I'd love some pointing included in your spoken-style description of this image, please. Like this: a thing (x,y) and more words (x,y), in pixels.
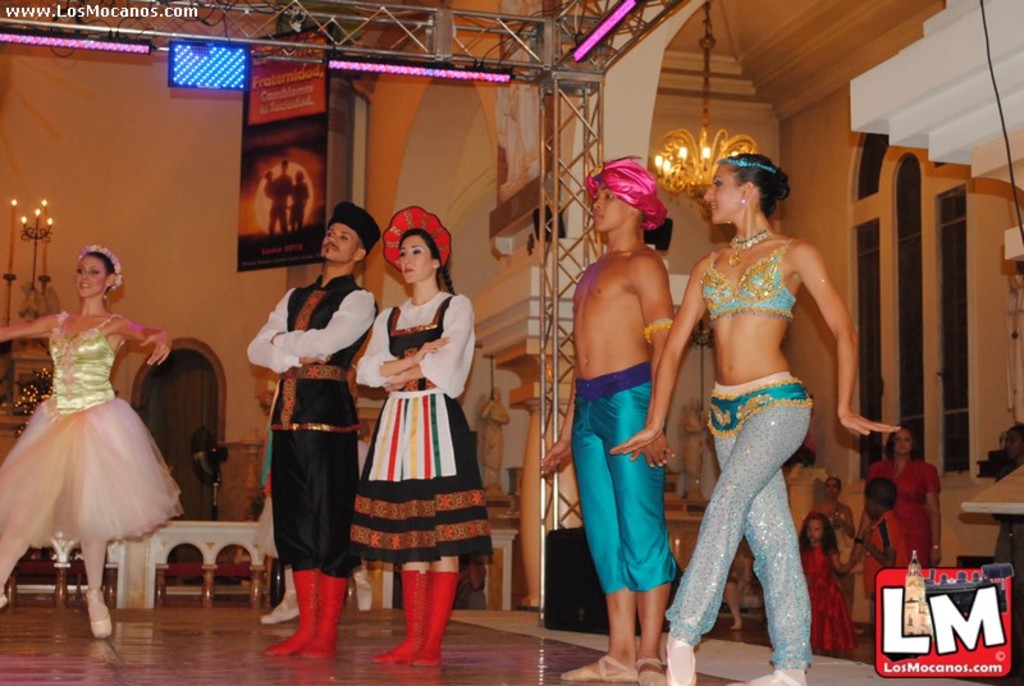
At the top (213,79) we can see the lights (228,79). In this picture we can see the beams (506,28), a frame (507,168) on the wall (160,79), candles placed on the stands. We can see the people (607,389) wearing different costumes (579,389) and standing on the platform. On the right side of the picture (824,628) we can see the windows (959,360), few people (874,565) and the wall (839,193). We can see a table fan (212,480) and few objects (234,479). On the right side of the picture (949,606) we can see the watermark (976,657) and a black wire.
